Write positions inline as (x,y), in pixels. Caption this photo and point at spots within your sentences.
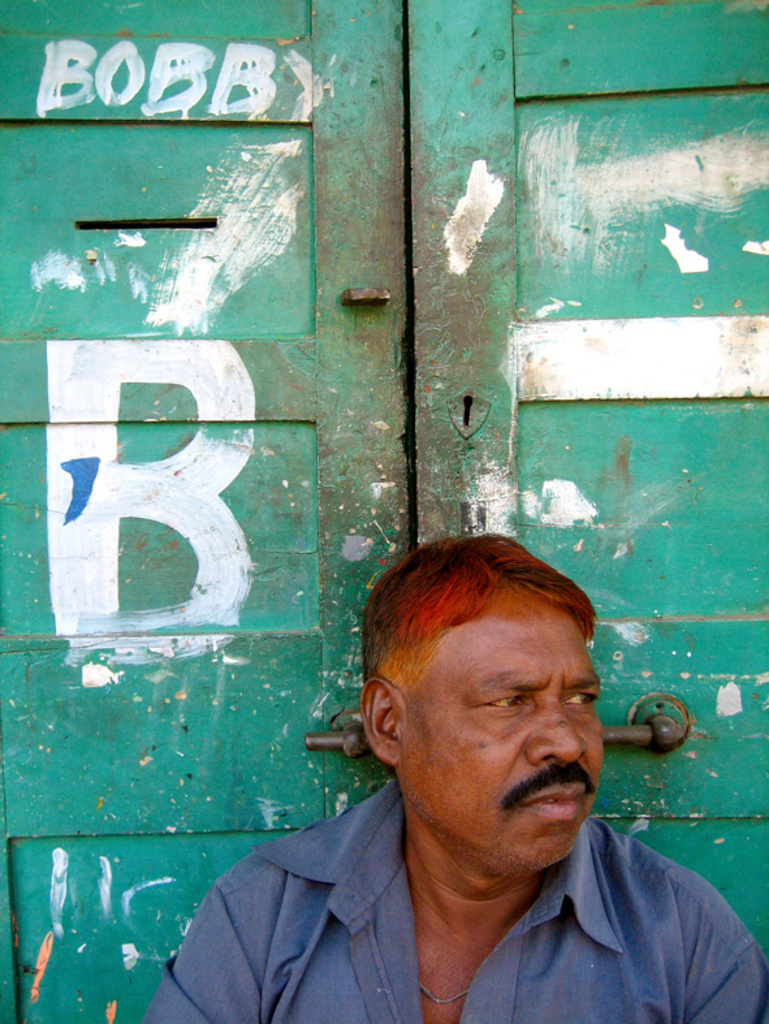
In this picture there is a man (537,916) wore shirt (253,1005), behind him we can see text (108,578) on door (124,832).
